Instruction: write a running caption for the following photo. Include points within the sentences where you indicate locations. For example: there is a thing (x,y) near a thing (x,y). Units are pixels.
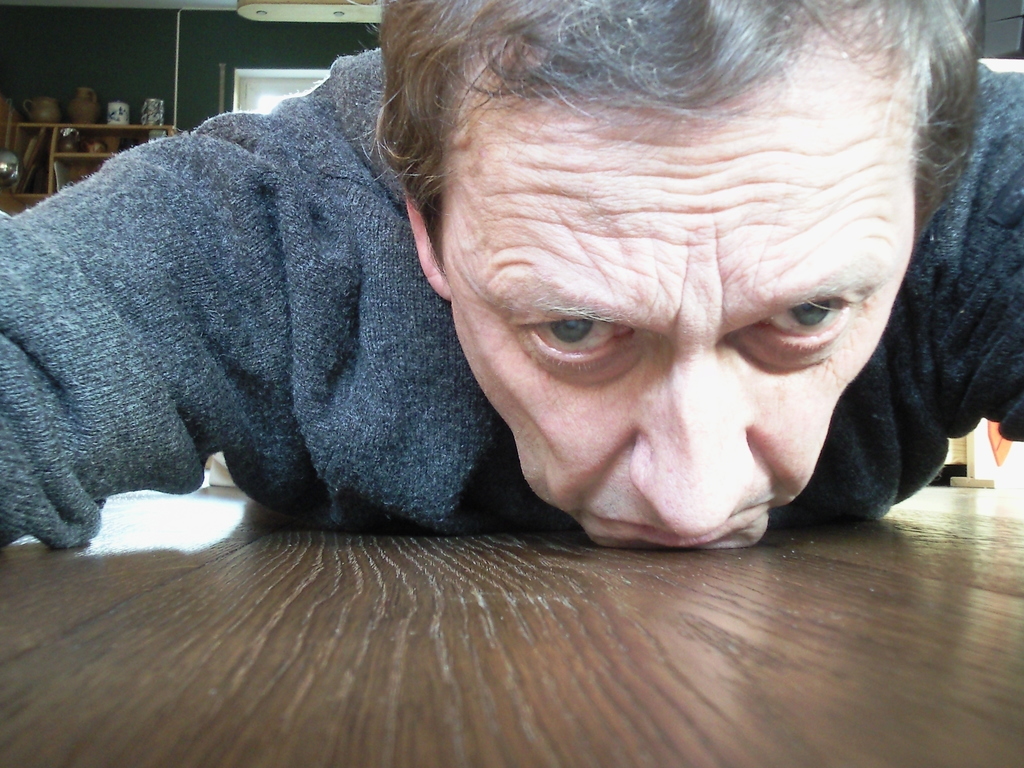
In this picture I can see a man (489,505) laying on a wooden object (424,550), and in the background (68,69) there are some objects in and on the rack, and there is a wall (108,67).
